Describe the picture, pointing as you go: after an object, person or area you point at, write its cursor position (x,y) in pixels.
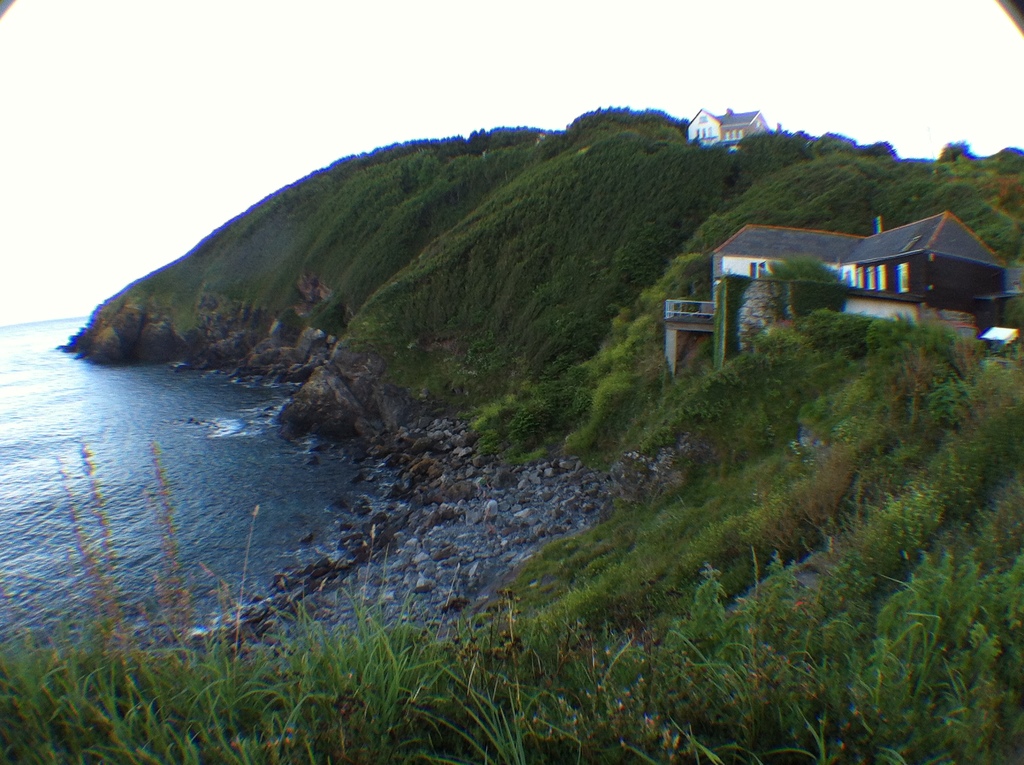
In this image, we can see houses (714,270) and there are hills (615,542). At the bottom (194,530), there is water (243,499).
